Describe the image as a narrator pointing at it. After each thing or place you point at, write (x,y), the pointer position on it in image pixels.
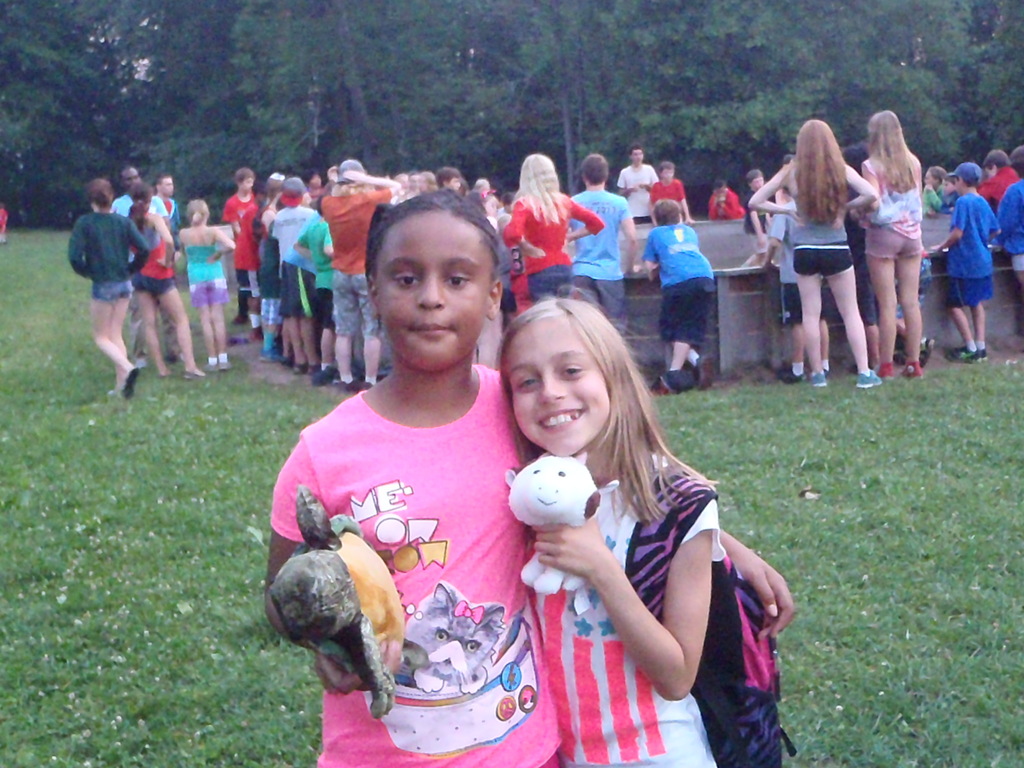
Land (871,535) is covered with grass (825,566). Front these two girls (419,671) are holding toys (543,492). Background (249,231) there are people (643,202) and trees (734,113).
